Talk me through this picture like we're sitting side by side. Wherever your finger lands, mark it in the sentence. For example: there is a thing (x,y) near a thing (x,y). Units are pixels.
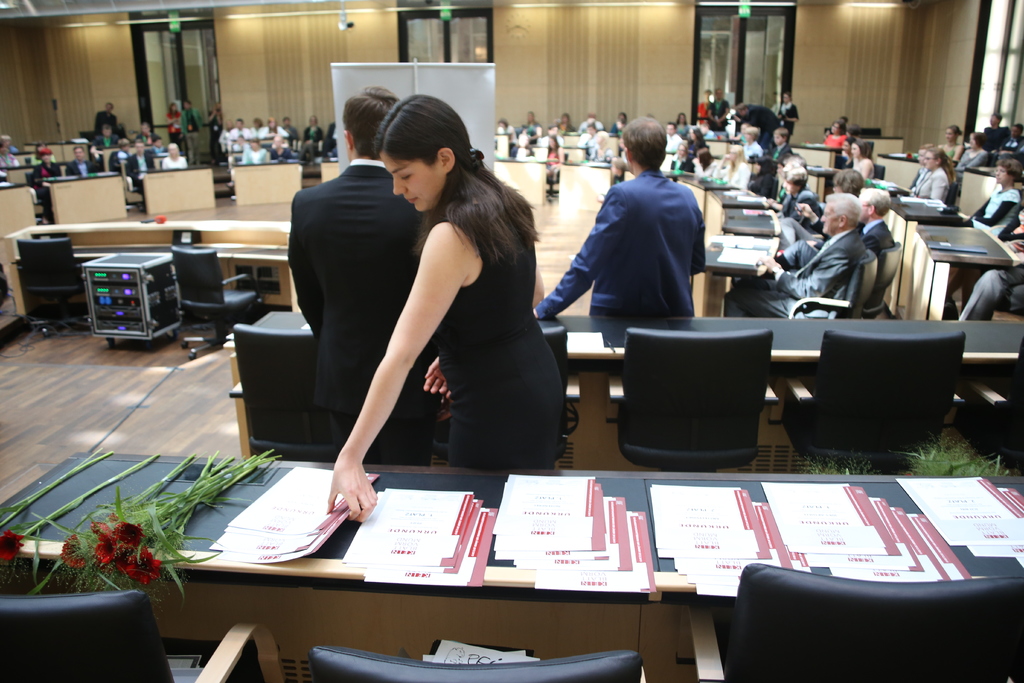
In this image I can see a table (622,612). On the table (612,625) there are some papers (672,544) and the flowers (154,512). There are the group of people (763,171) sitting inside the hall (622,101). And one person (454,325) is holding the papers (324,516).
